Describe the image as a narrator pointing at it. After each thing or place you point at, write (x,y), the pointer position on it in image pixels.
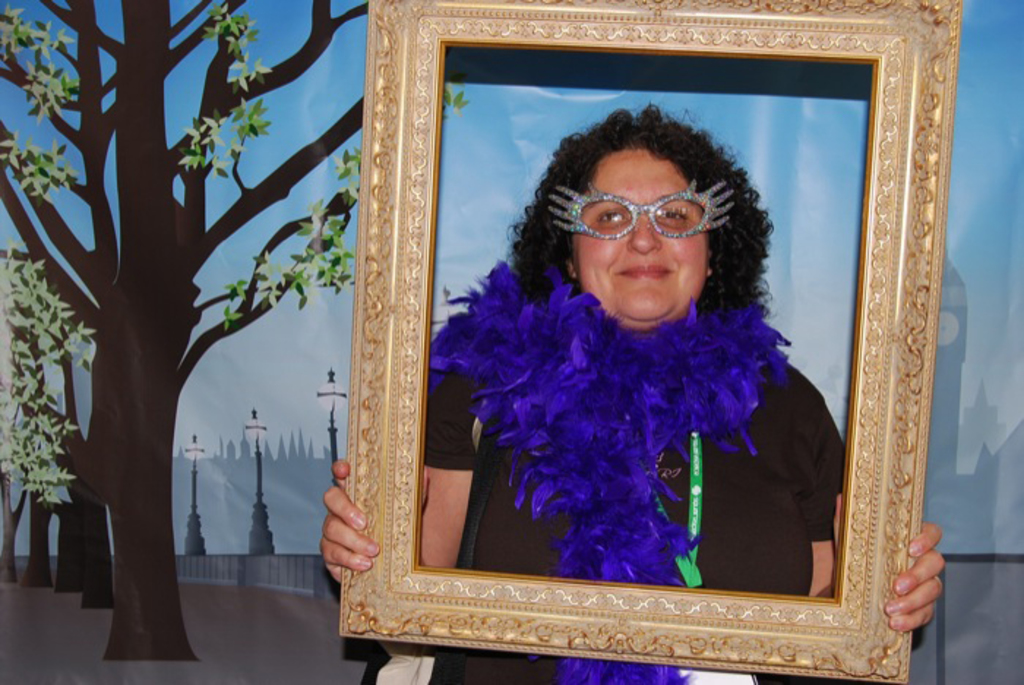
There is a woman (607,324) in a t-shirt (801,470), smiling and holding a frame (792,650). In the background (319,563), there is a banner (230,153) in which, there are trees (166,549), lights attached to the poles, a city skyline (285,498) and there is sky (345,99).
